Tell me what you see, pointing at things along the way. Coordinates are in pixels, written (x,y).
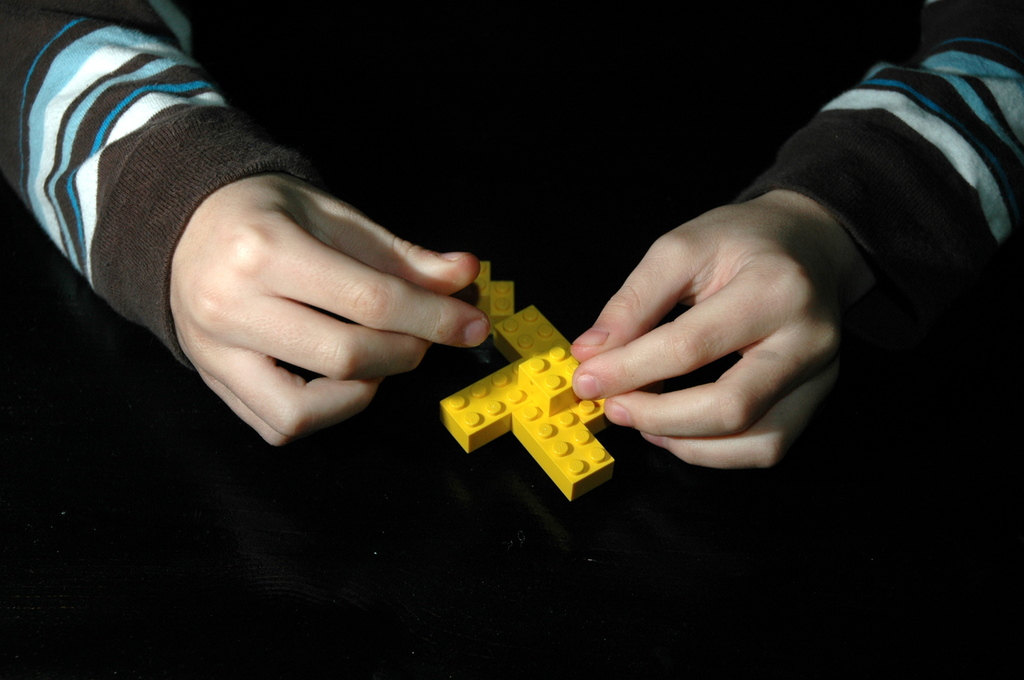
In the image we can see there is a person's hand (582,396) holding yellow colour blocks (562,401).
